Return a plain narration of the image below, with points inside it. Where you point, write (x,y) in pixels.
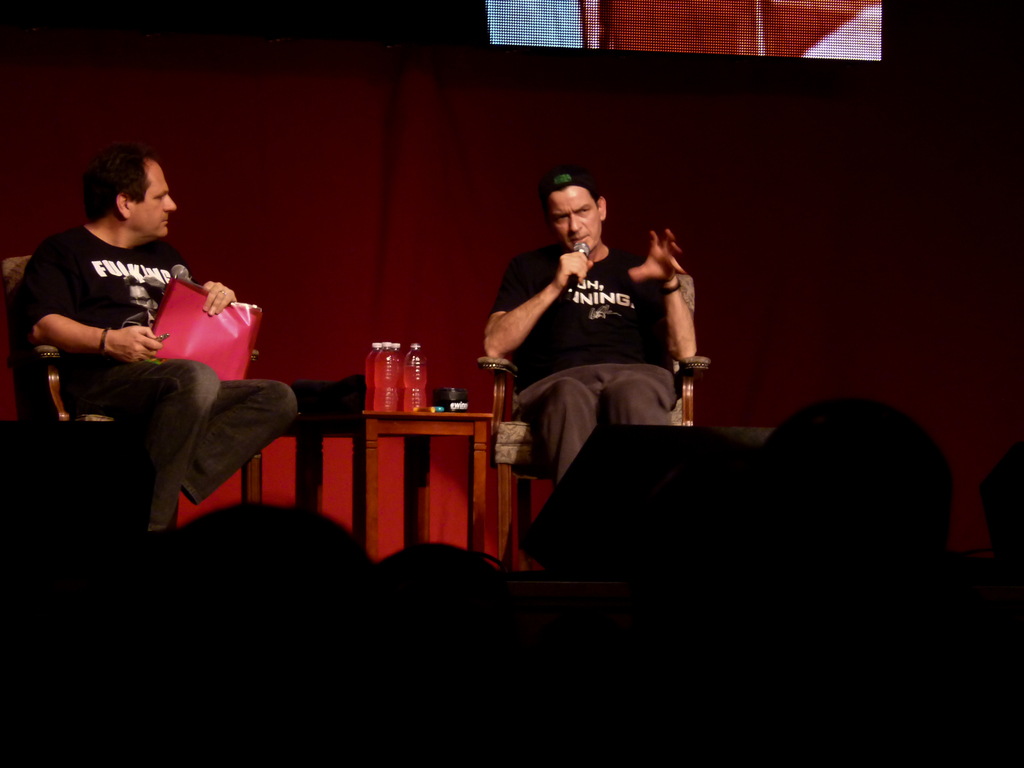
At the bottom of the image (297,659) there are few people (297,659). In front of the people (220,546) there are two men (629,261) sitting on the stage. At the right side of the image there is a man (604,252) sitting and talking. In between them there is a table (479,532) with bottles (397,359). There is a red color background (410,190).
